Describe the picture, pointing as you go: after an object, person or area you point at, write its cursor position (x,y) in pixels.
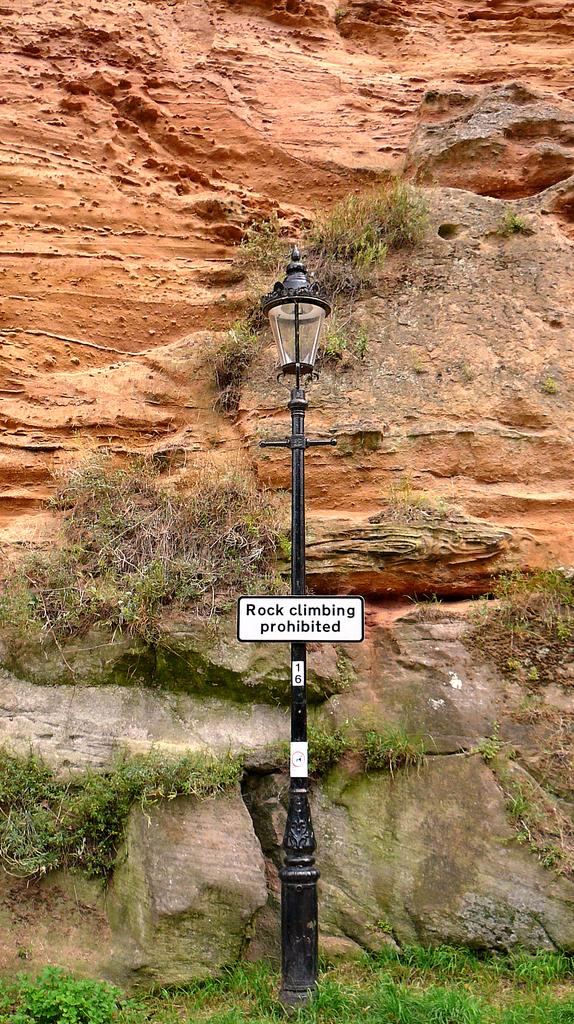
In this image, I can see a board (297,604) attached to a light pole (317,965). In the background (186,452), there is a rock (309,497) and the grass (69,603).
